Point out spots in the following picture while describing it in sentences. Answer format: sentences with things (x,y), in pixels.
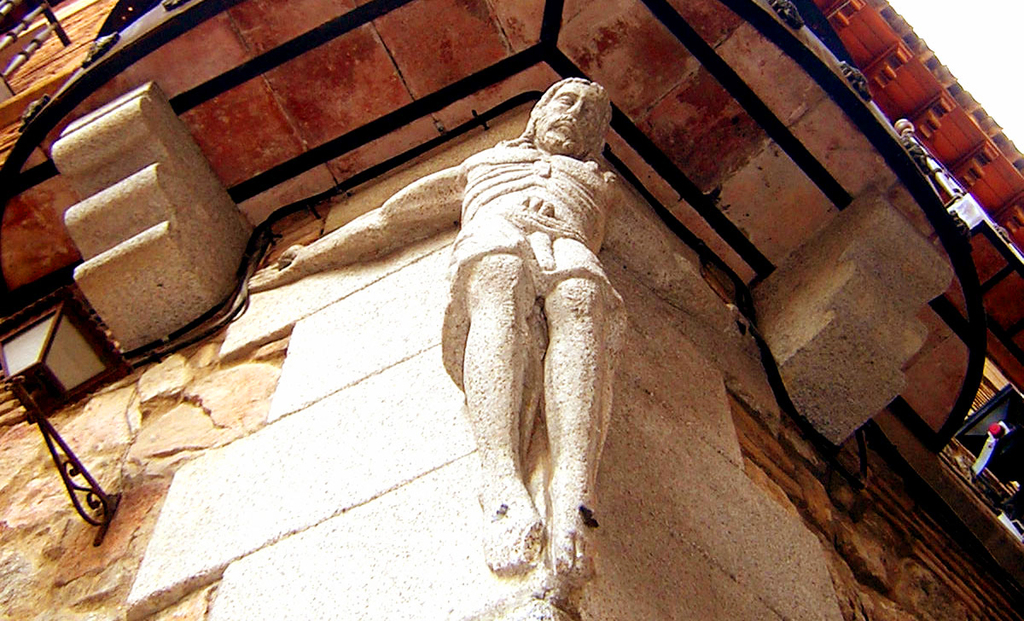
In the foreground of this image (535,369), there is a sculpture (551,418) on a wall (367,414), lamp (27,340) on the left (54,357) and it seems like a building (718,76).
